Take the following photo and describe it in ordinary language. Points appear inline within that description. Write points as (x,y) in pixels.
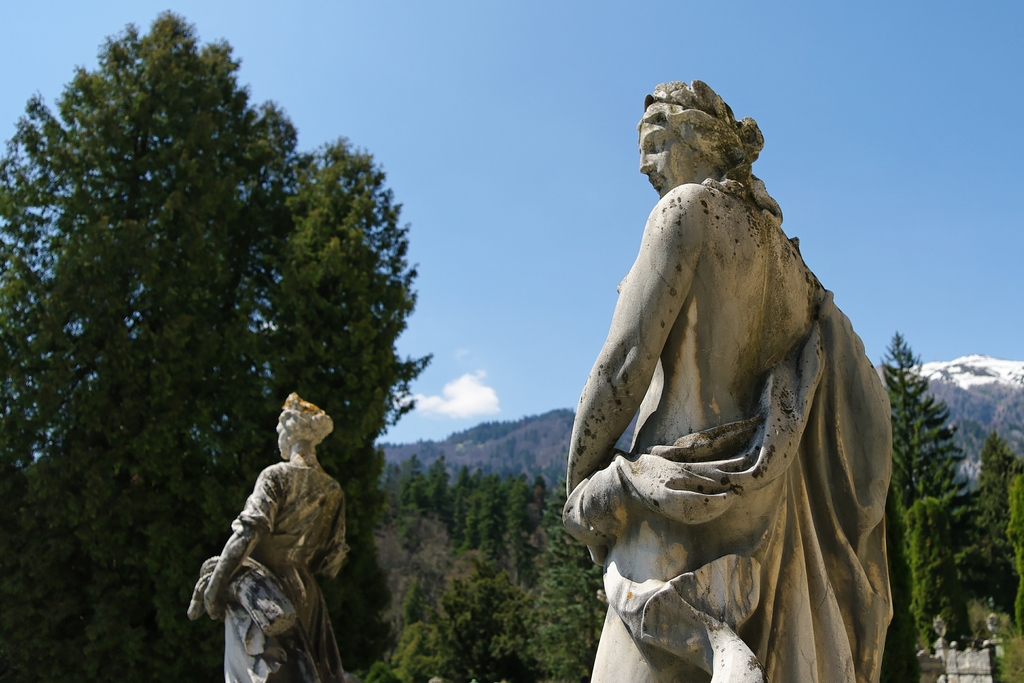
In this image there are two statues (300,578) of the girls (696,461). In the background (504,438) there are hills (475,452) with the trees (350,396). At the top (510,94) there is sky (511,82).
